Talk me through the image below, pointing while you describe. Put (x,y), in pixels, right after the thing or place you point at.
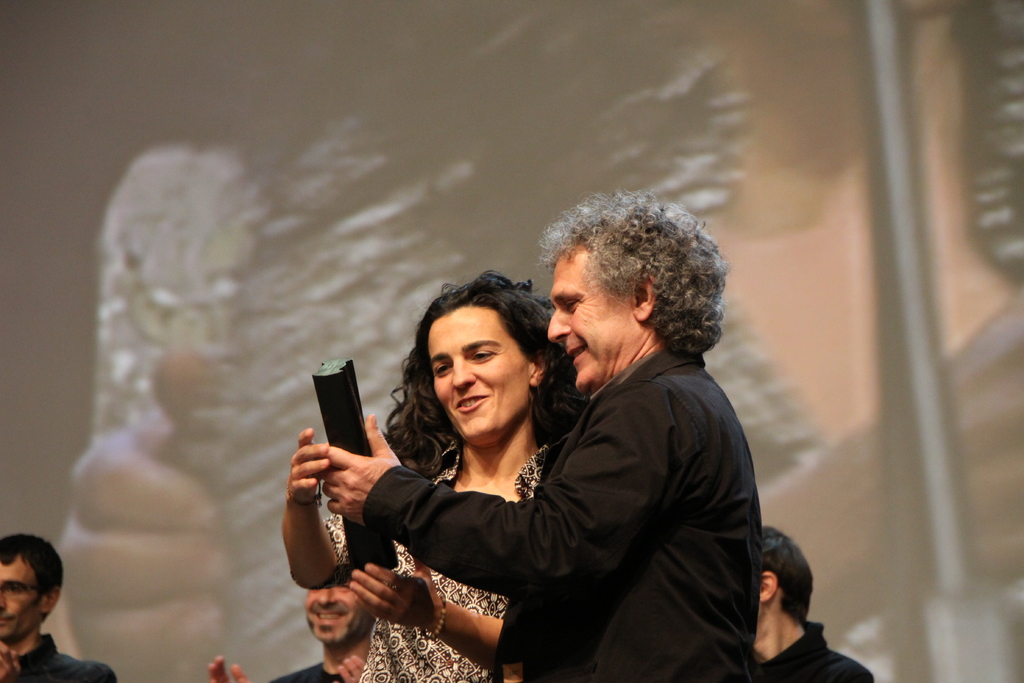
In this picture we can see few people (424,483), in the middle of the image (631,386) we can see a man (643,402), he is holding an object (349,373), behind them we can see a screen (761,167).
